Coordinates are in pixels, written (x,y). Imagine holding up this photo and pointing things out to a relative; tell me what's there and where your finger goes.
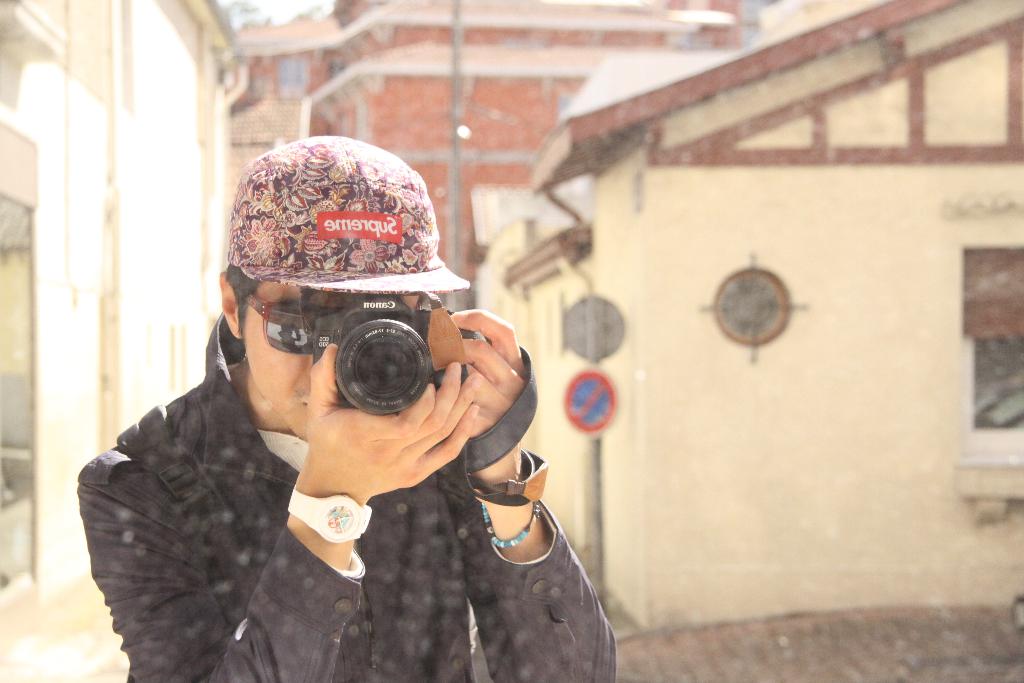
In this picture a man (327,441) is holding a camera (400,406) in his hand (308,469), in the background (601,450) we can find couple of sign boards (582,386), poles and buildings (496,111).
